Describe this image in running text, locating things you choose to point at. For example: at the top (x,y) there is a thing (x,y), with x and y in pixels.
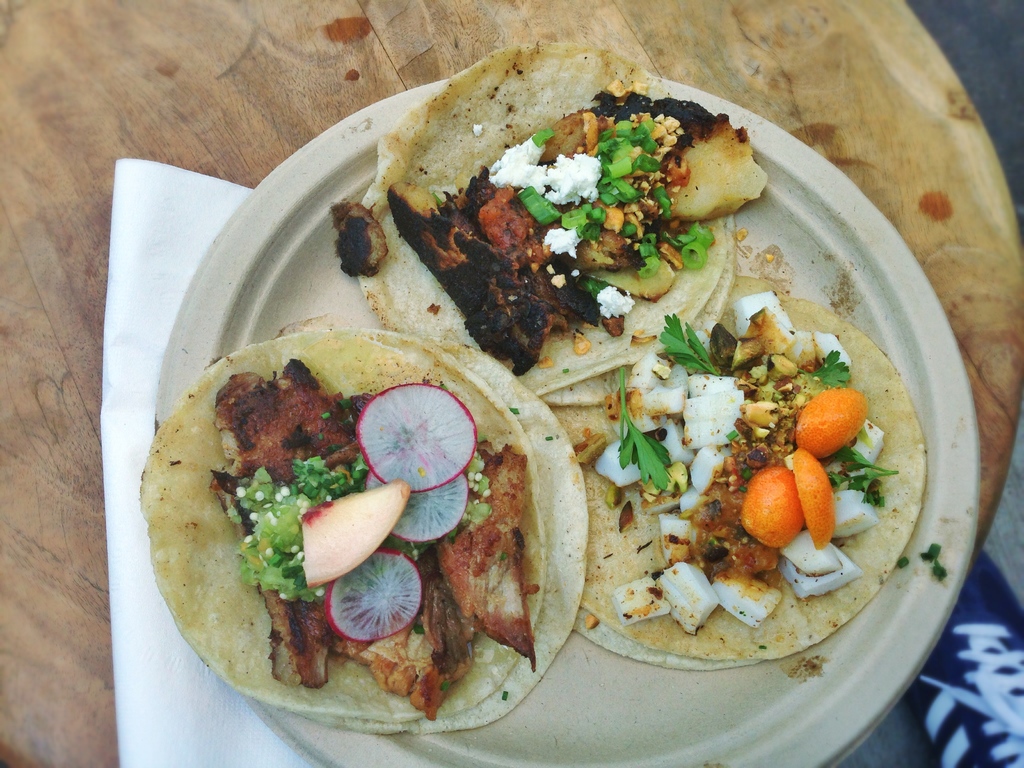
In this picture we can see food (641,378) in the plate (585,651), beside to the plate (319,310) we can find a tissue paper (190,245).
